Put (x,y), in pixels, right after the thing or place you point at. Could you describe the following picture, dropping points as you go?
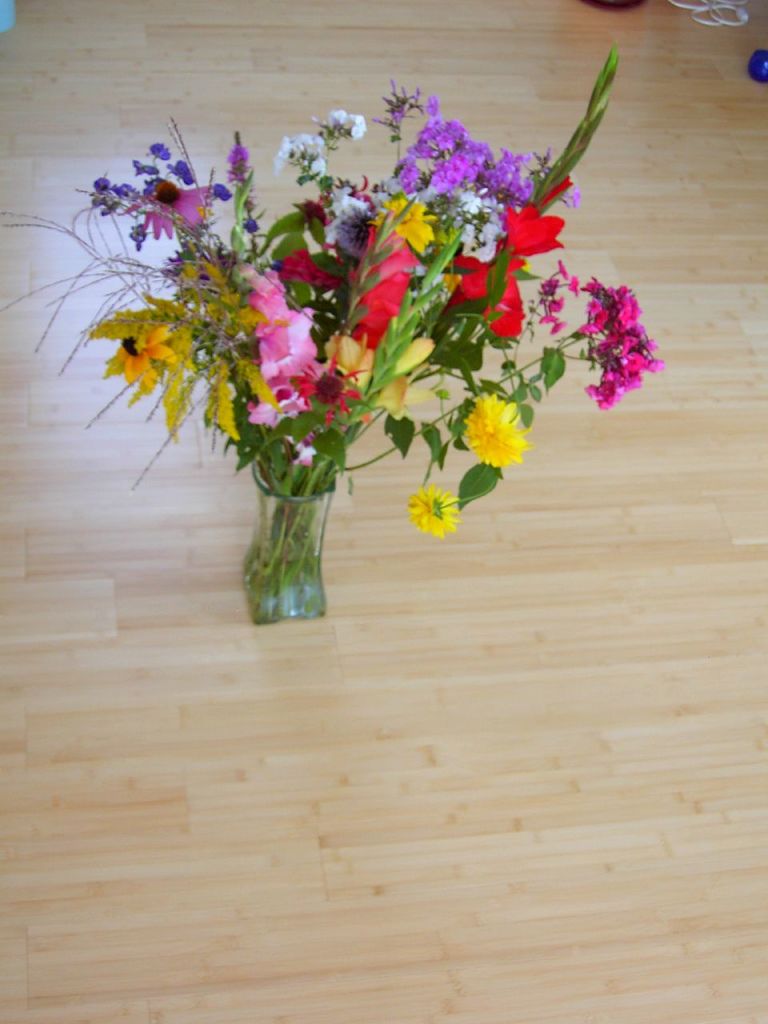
In this picture we can see a flower vase (260,518) on the wooden floor (172,636) and behind the flower vase (377,243) there are some objects (760,74).
